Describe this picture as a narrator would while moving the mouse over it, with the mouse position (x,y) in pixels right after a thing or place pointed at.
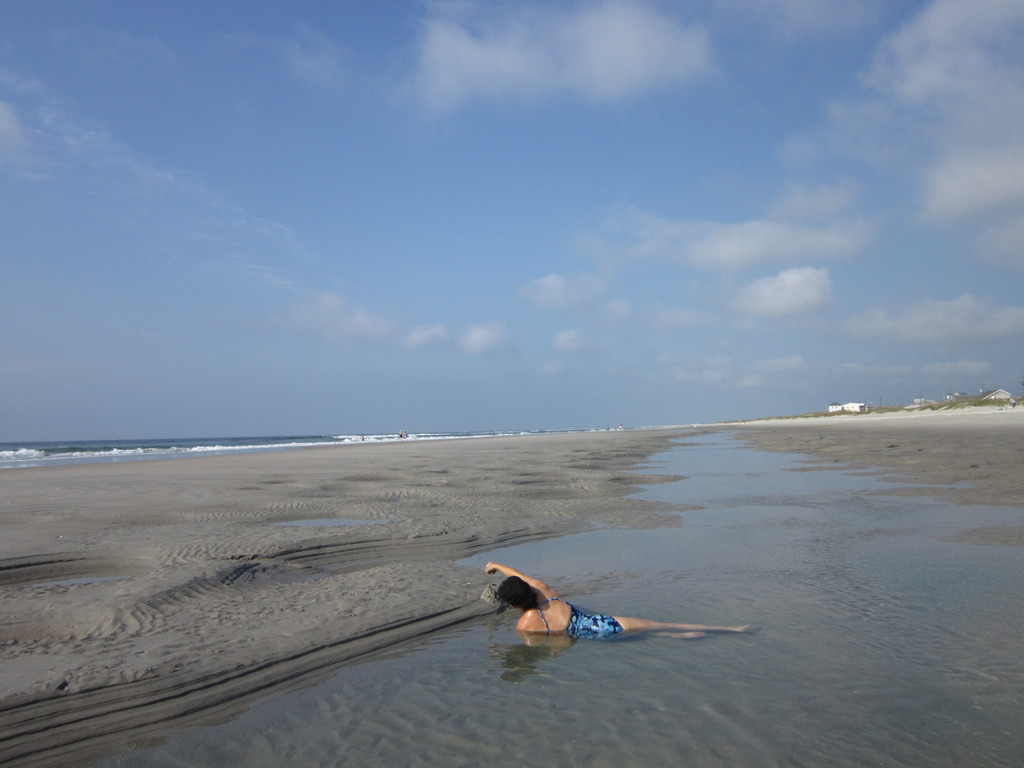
In this image in front (513,595) there is a person (525,581) in the water (600,567) by holding the object (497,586). In front of her there is sand (259,474). In the background (192,445) there is an ocean (311,442) and sky (525,253). On the right side of the image (990,392) there are buildings (831,406).
